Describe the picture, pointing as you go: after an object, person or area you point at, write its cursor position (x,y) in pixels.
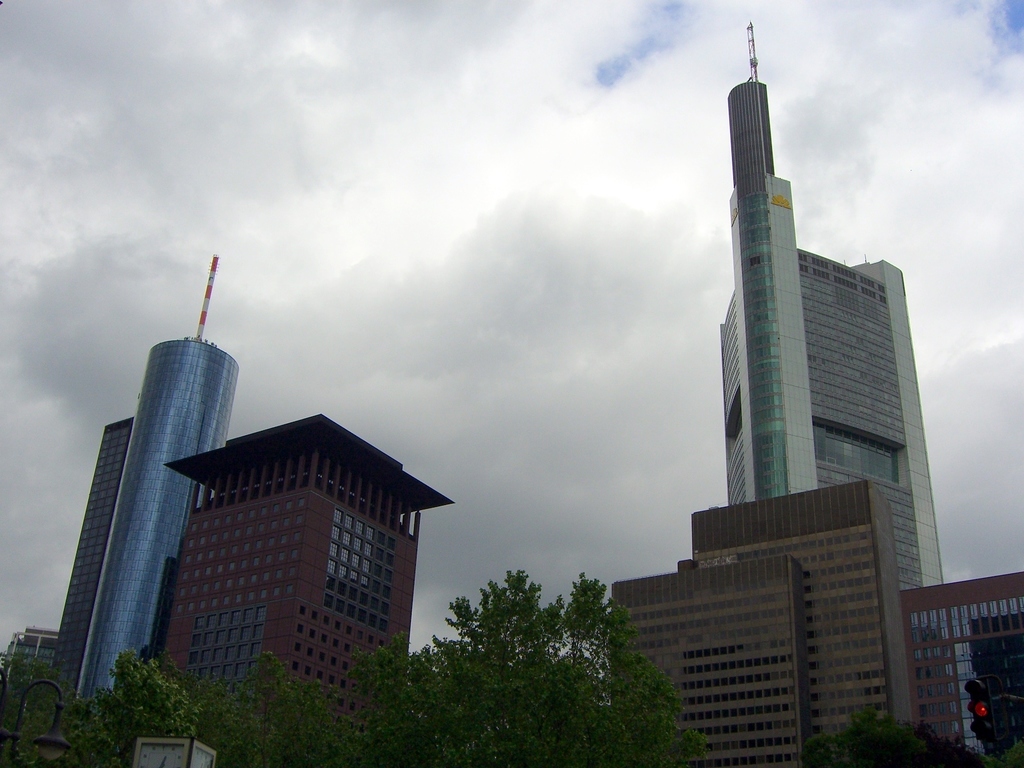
In this image we can see buildings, traffic signal (988,707), light (54,752), branches (443,677), leaves (571,623), and an object (145,754). In the background (642,442) there is sky (590,351) with clouds (661,324).
